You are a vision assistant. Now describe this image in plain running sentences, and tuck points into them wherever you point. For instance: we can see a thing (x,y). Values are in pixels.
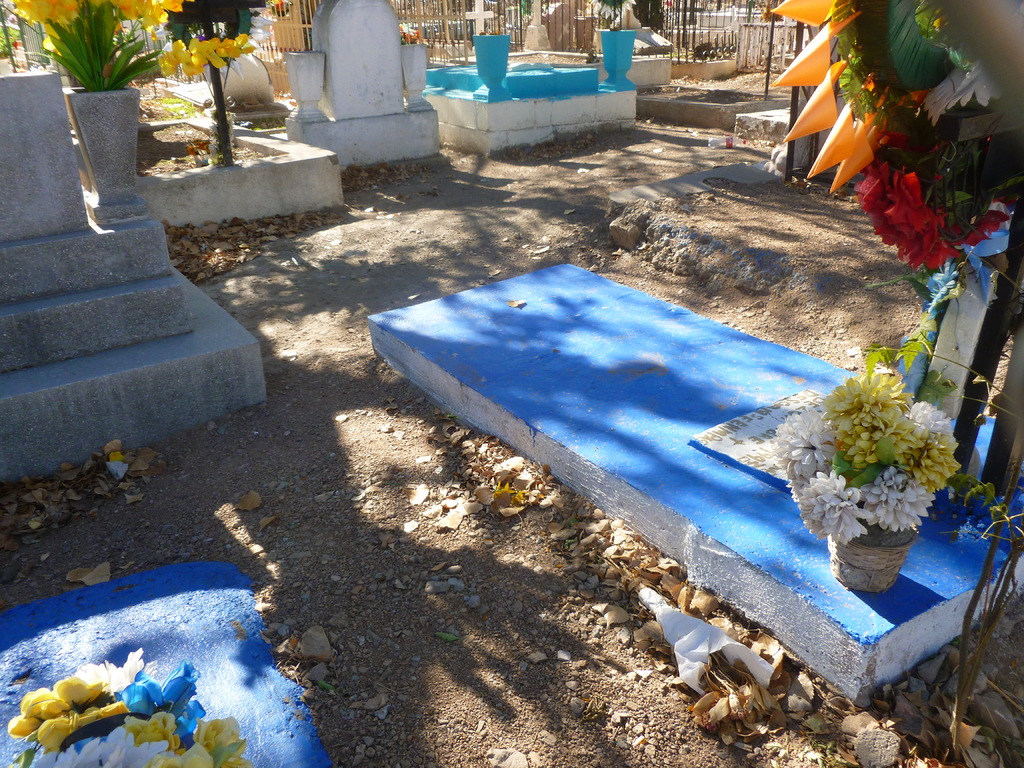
In this image we can see the view of a graveyard (563,276), there are graves (429,95), there are plants (146,56) towards the top of the image (103,32), there are flowers (118,27) towards the top of the image (139,16), there are flowers (129,679) towards the bottom of the image (42,711), there is ground (495,667) towards the bottom of the image (614,719), there are objects (568,508) on the ground (413,454), there is a fence (429,22) towards the top of the image (597,27), there are poles (792,125), there are objects (963,313) towards the right of the image (972,346), there are stones (866,719) on the ground (566,640).
